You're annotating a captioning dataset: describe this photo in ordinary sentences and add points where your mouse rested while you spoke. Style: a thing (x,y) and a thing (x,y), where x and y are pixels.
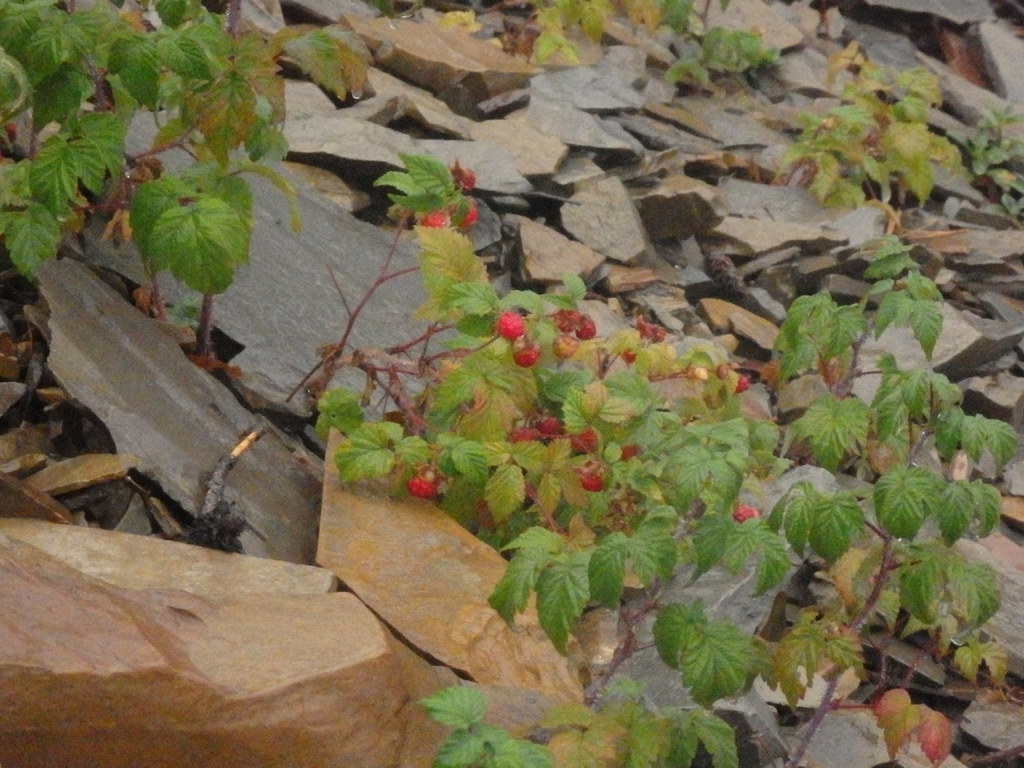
In this picture we can see some rocks (276,478) and few fruits (553,431) to the plants (500,537).
